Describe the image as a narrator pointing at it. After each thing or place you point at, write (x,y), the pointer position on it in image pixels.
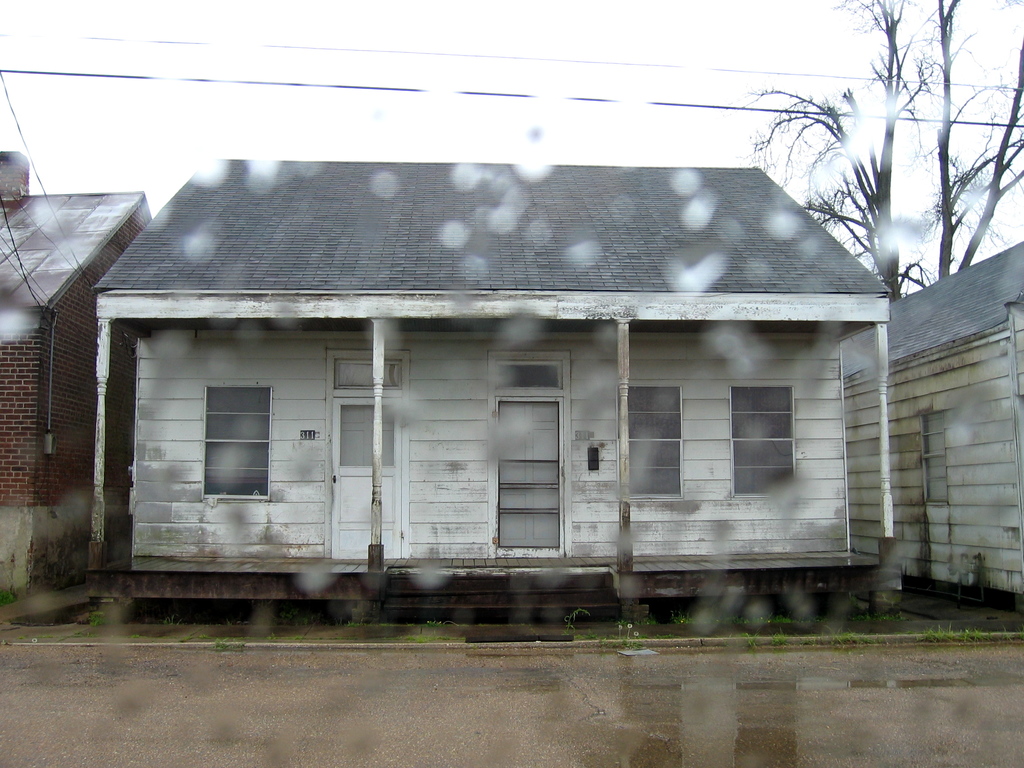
In the center of the image (552,470) we can see sheds (898,526). At the bottom (605,694) there is a road (720,676). In the background (972,219) there is a tree (894,278), wires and sky (428,96).
